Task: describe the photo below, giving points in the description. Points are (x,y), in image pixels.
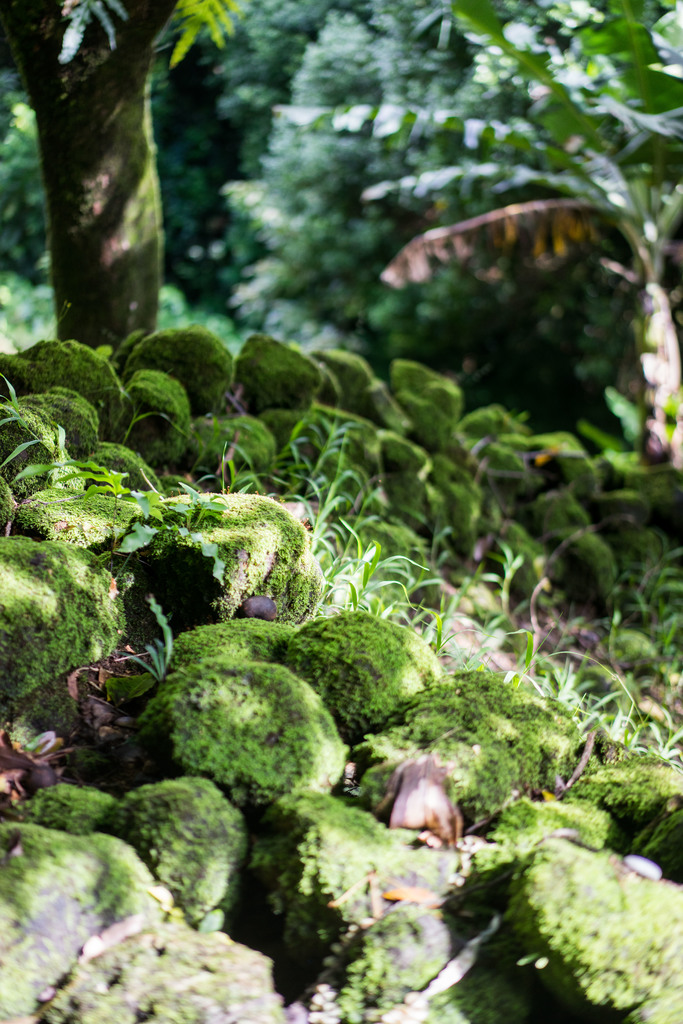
In this image I can see trees (290,311), plants (333,196) and grass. Here I can see some stones (421,866).
